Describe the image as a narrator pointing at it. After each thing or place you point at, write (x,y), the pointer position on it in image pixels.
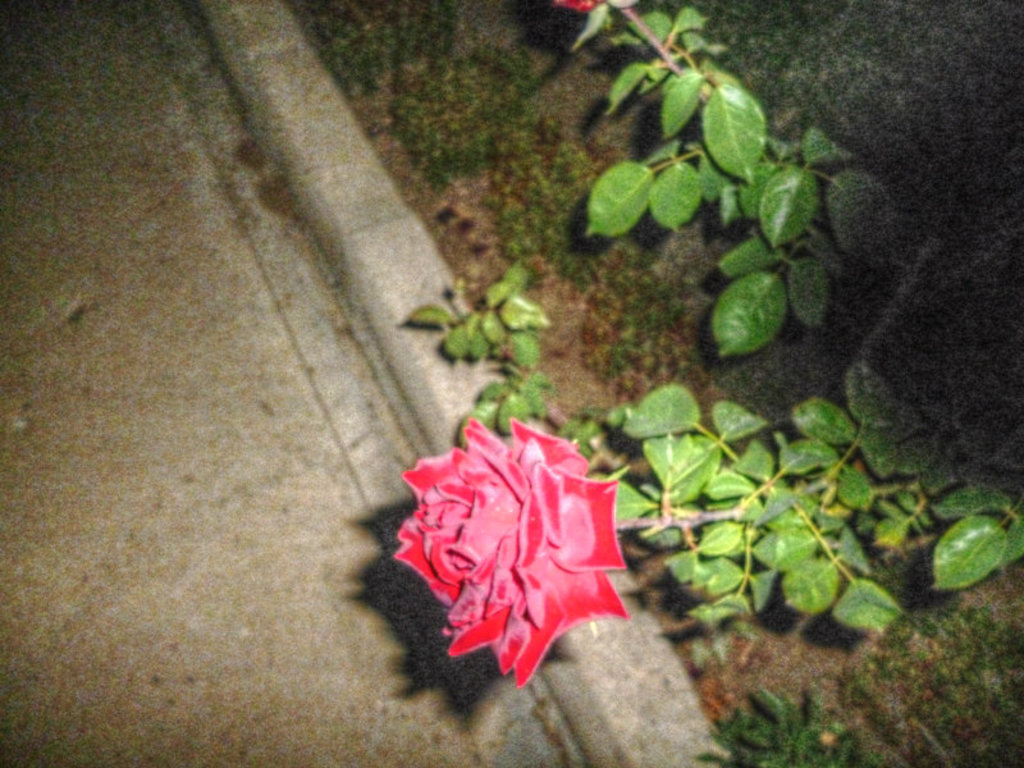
In this picture we can see a flower (487,432) with plant (505,407) on the ground (453,381).
